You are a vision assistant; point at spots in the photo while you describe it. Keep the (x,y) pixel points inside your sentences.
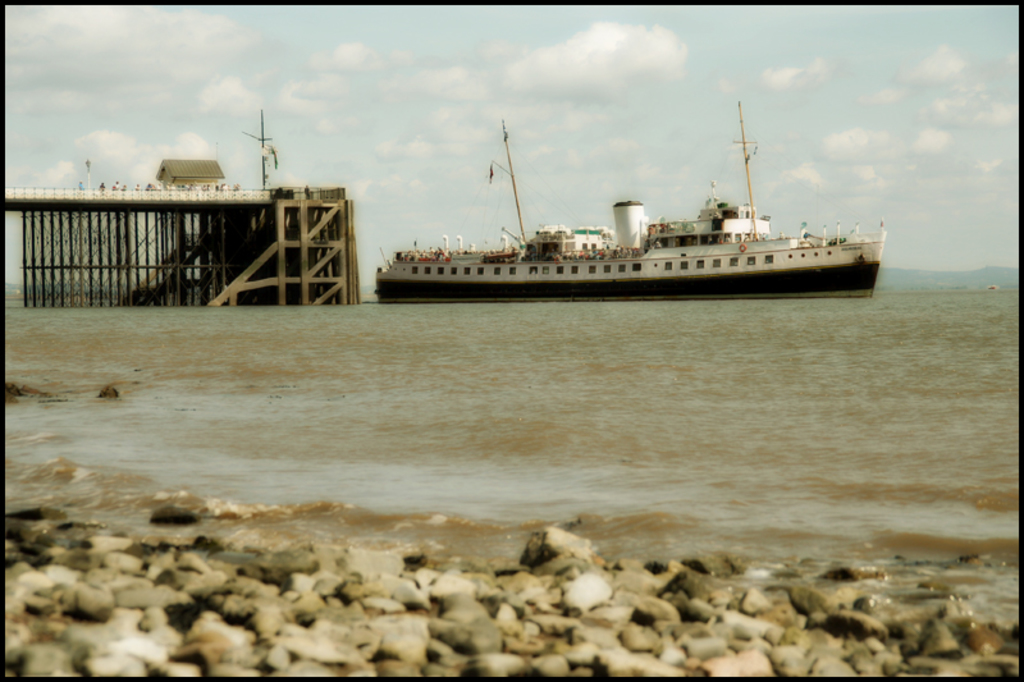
At the bottom of the image (784,503) there are some stones (418,673) and water (756,350). Above the water (968,350) there is a ship (801,253). At the top of the image (301,205) there is fencing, on the fencing (18,199) few people (304,188) are standing. At the top of the image (604,124) there are some clouds (12,18) and sky (850,32).
